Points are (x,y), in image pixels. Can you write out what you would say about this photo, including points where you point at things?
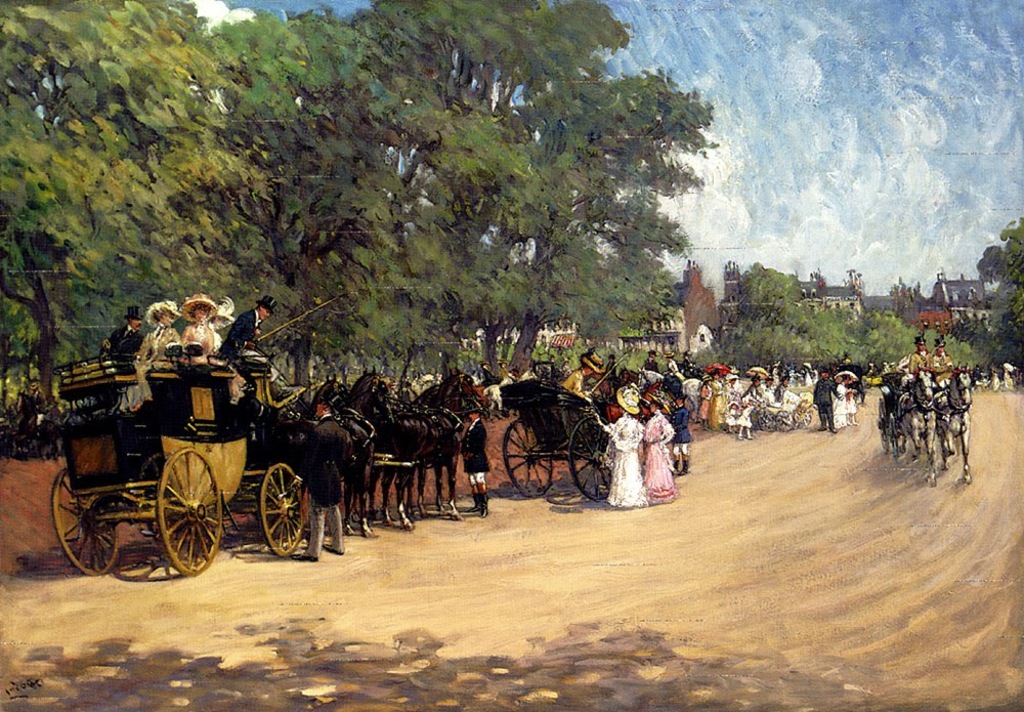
This looks like a painting. These are the horse carts (519,424). I can see few people (748,398) standing and few people (202,340) sitting in the carts (595,384). These are the buildings (729,292) and the trees (474,192). This is the sky (853,160).
